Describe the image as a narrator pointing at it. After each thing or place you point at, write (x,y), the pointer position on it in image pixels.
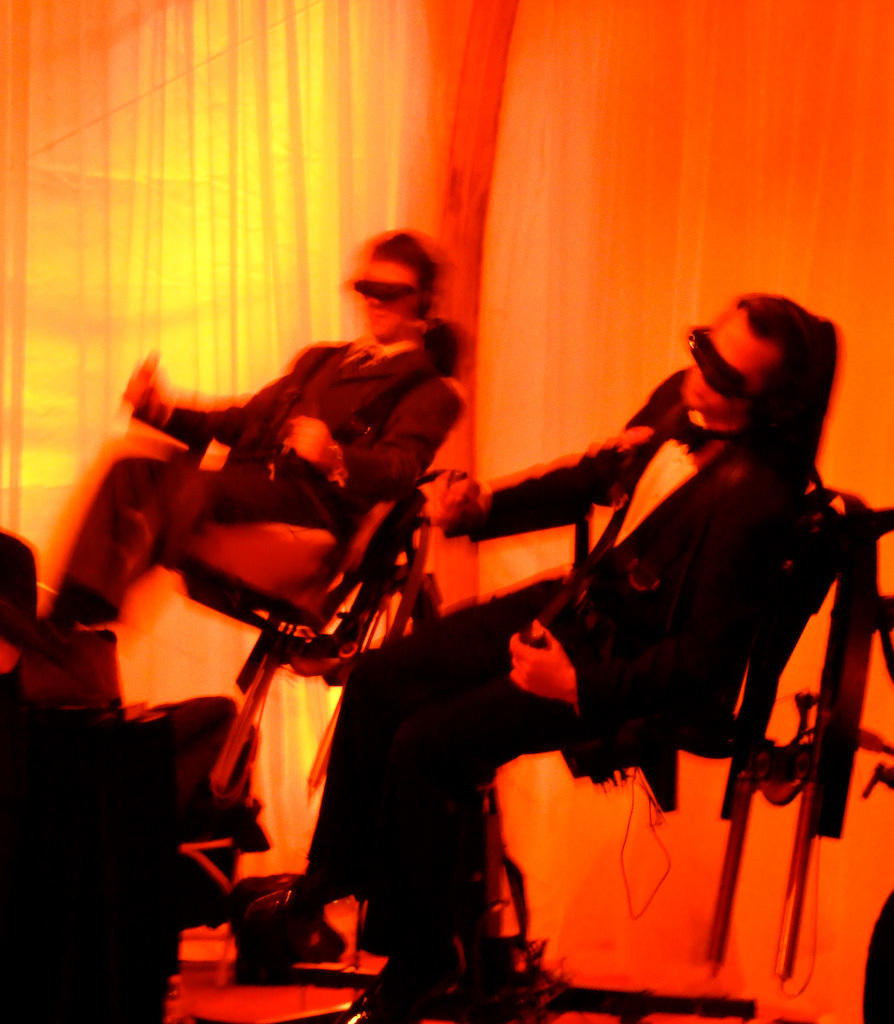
In this image it looks like there are two person (326,400) sitting in the chair (409,521) and playing the game. They are holding the joysticks (532,630) and wearing the 3d spectacles (707,364). In the background (233,214) there is a curtain (181,174).
